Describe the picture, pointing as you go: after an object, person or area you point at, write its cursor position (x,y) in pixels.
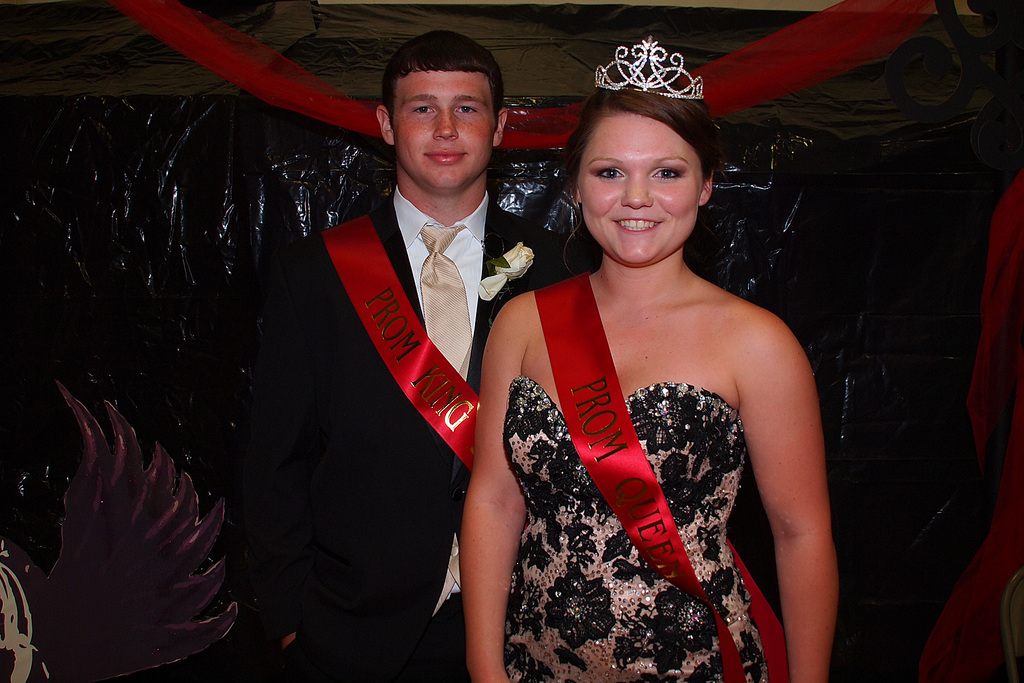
In the picture there are two people (455,379) they are wearing some badges (581,410) around their shoulders (310,285) and they are posing for the photo, the woman (629,127) is wearing a crown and behind them there is a black cover (728,50).
